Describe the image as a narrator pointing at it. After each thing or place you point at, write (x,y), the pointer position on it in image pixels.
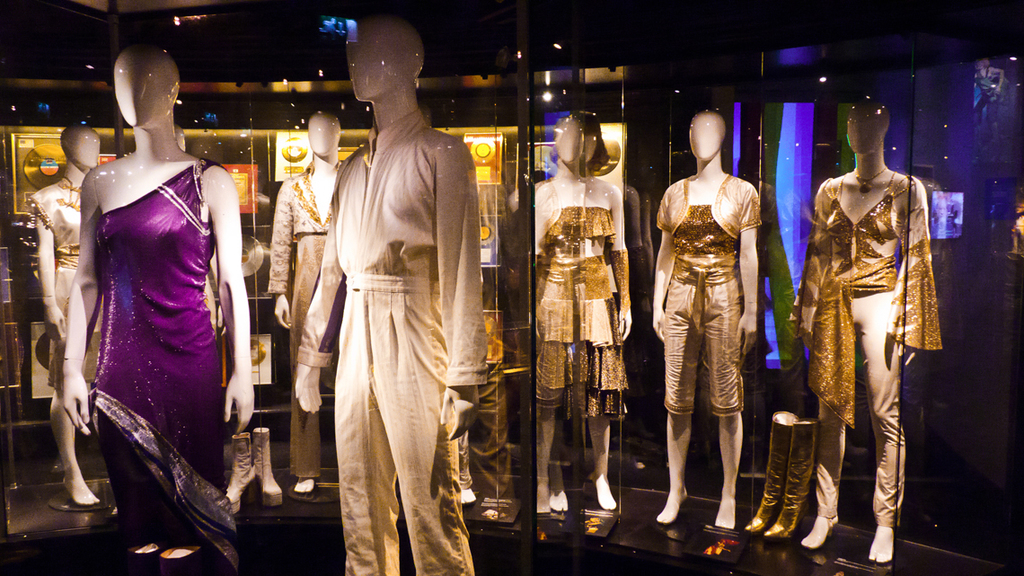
In the picture we can see some mannequins (228,272) which are placed on the floor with some dresses (375,292) to it and behind we can see a glass wall (634,117) and behind it we can see some light focus (810,178).
